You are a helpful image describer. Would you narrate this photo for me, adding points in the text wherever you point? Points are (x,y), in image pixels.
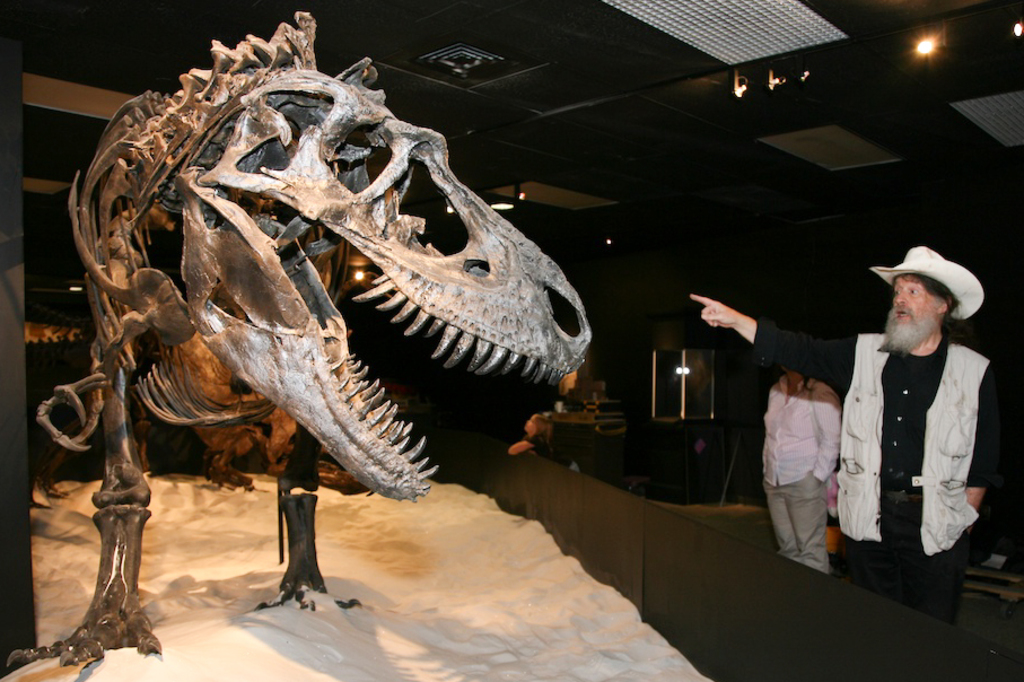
In this image I can see the skeleton (227,423) of the dinosaur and I can see two persons (869,421) standing. In the background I can see few objects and I can also see few lights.
